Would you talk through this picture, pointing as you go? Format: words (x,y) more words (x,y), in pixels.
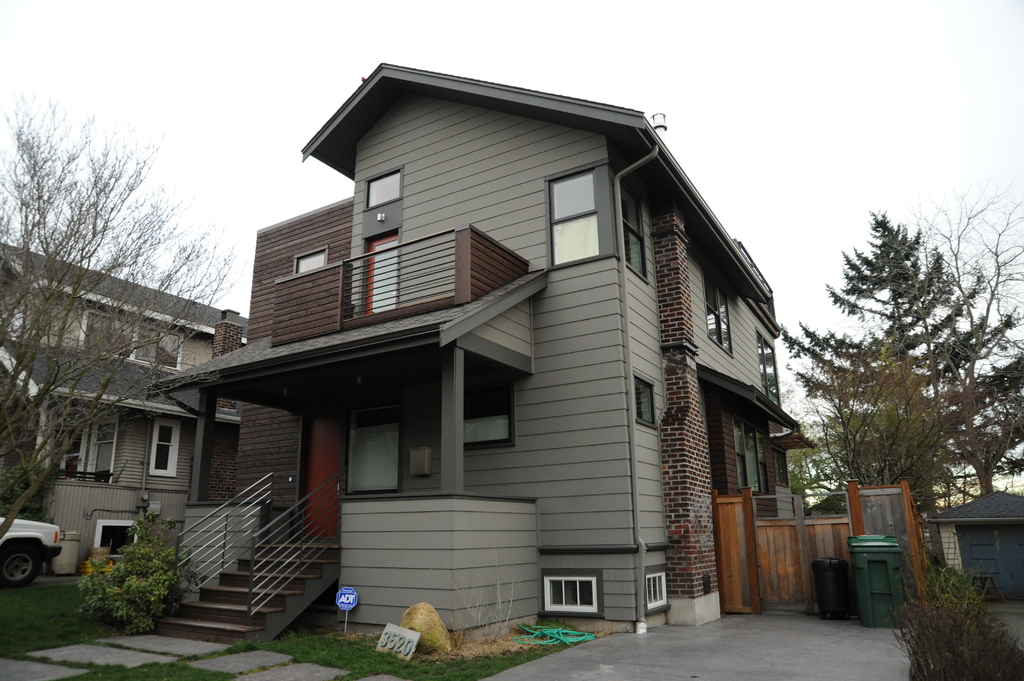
In the image there is a building (192,610) with walls (490,273), windows (561,195), roofs (527,104), chimneys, steps (213,591), railings (455,258) and also there is a door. On the right side of the building (441,254) there is a wooden wall (761,553). In front of that wall (795,557) there are bins (866,614). And also there are trees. On the left side of the image (13,529) on the ground (66,596) there is grass (66,596) and also there is a vehicle (27,552) and a tree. Behind the vehicle (18,565) there is a building (189,351) with walls (65,300), windows (82,334) and roofs (55,266). At the top of the image (789,127) there is sky (662,97).
